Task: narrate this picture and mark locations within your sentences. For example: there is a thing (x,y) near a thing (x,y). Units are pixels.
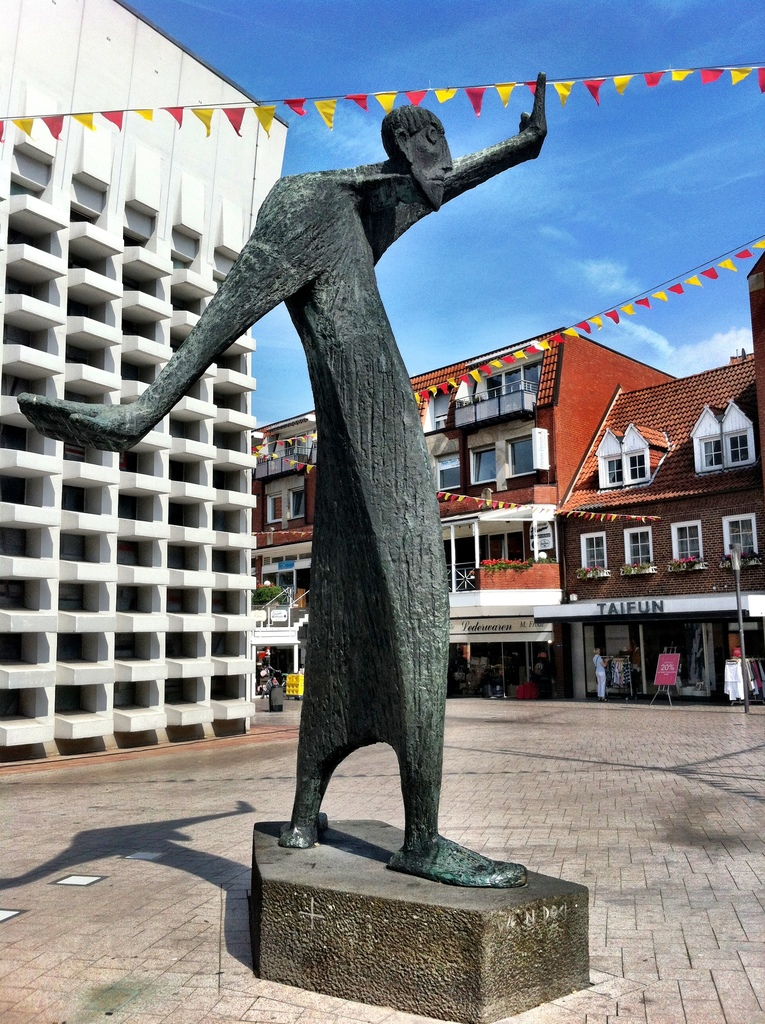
In this picture we can see a statue (325,201), buildings (272,451) with windows (607,486), flags (513,507), path (621,888) and a person (600,697) standing and in the background (588,55) we can see sky (596,205) with clouds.
